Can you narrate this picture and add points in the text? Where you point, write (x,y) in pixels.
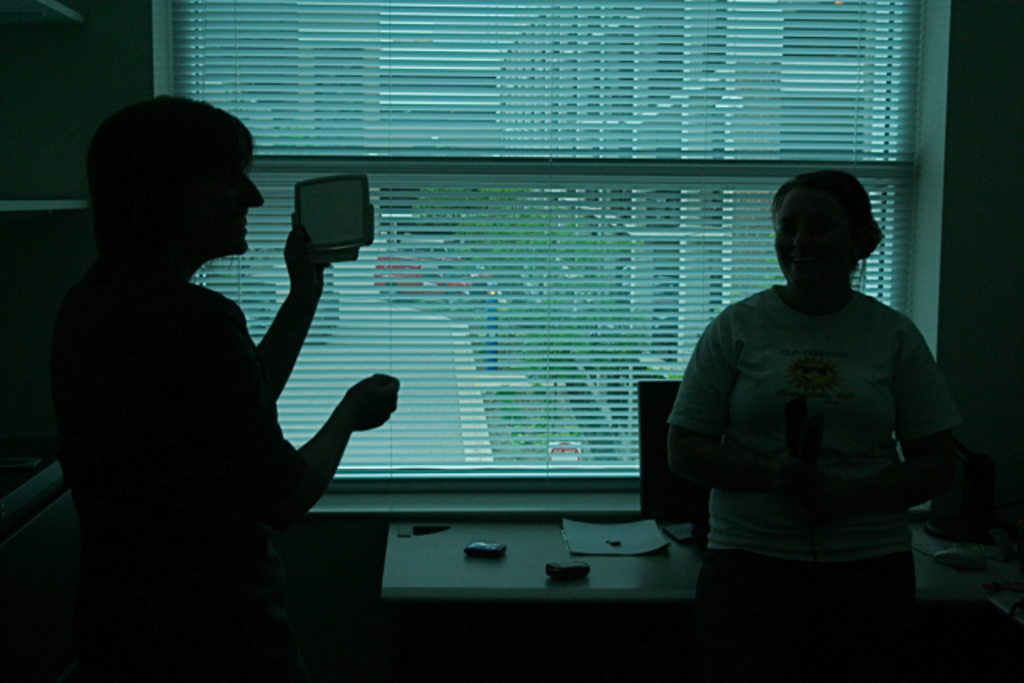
In the image two persons (895,497) are standing and holding something. Behind them there is a table (466,565), on the table (568,583) there are some papers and products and screen (662,385). At the top of the image (998,38) there is a wall (74,56), on the wall (1018,139) there is a window (769,178). Through the window (512,178) we can see some trees (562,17) and buildings (577,15) and vehicles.
